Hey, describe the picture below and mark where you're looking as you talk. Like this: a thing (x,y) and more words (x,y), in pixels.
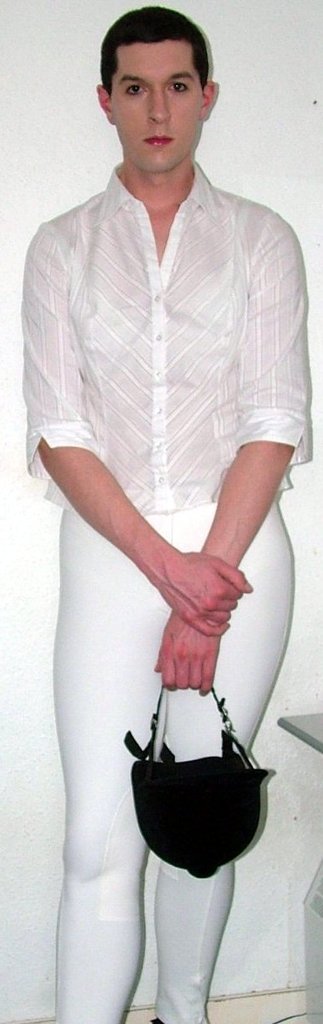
The person (164,483) wearing white clothes (163,511) is holding a black riding helmet (209,819) in his hands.
